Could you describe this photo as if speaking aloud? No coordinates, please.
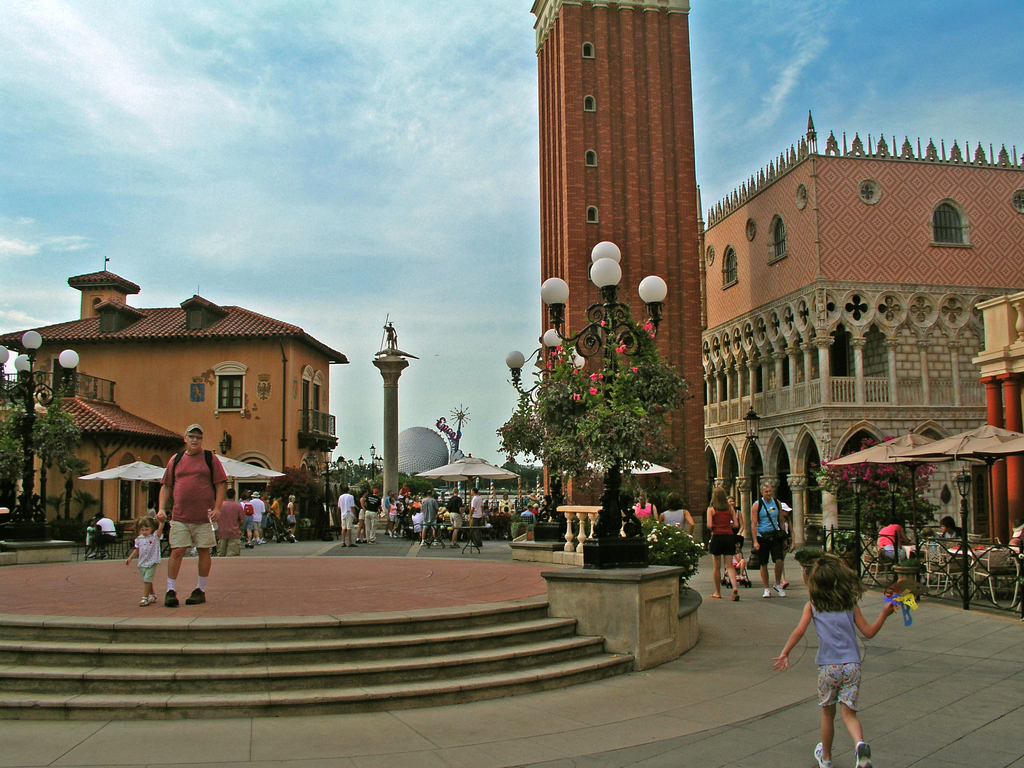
In this picture we can see a group of people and in the background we can see buildings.
